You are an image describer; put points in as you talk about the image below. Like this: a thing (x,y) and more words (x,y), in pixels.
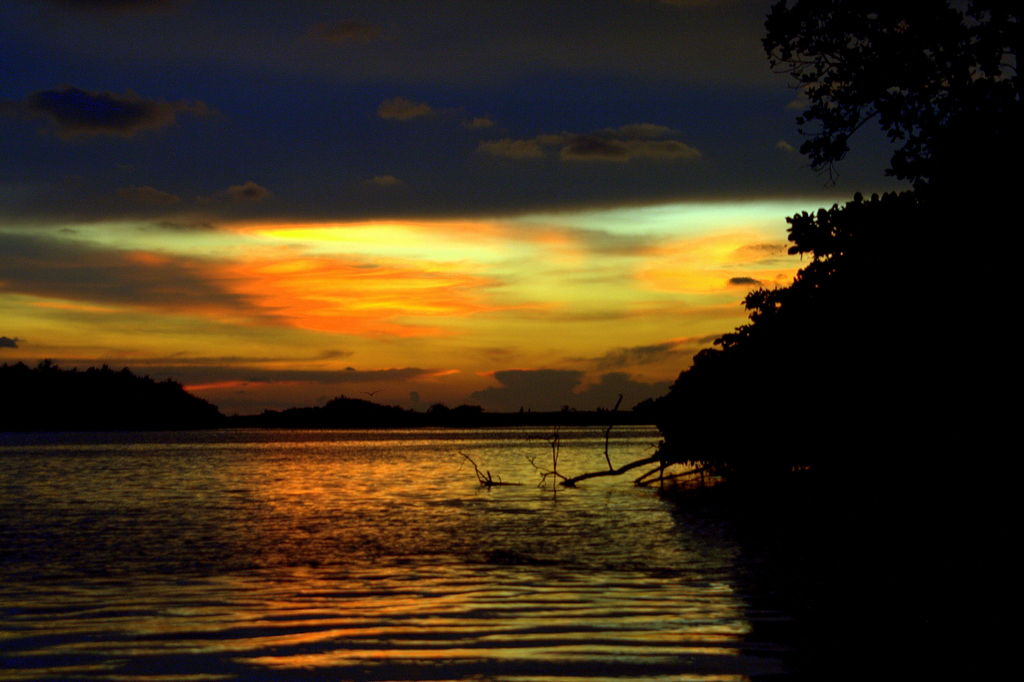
This image consists of water (395,590). To the right (881,295), there is a tree (822,278). At the top (333,178), there are clouds (286,290) in the sky (328,211).
